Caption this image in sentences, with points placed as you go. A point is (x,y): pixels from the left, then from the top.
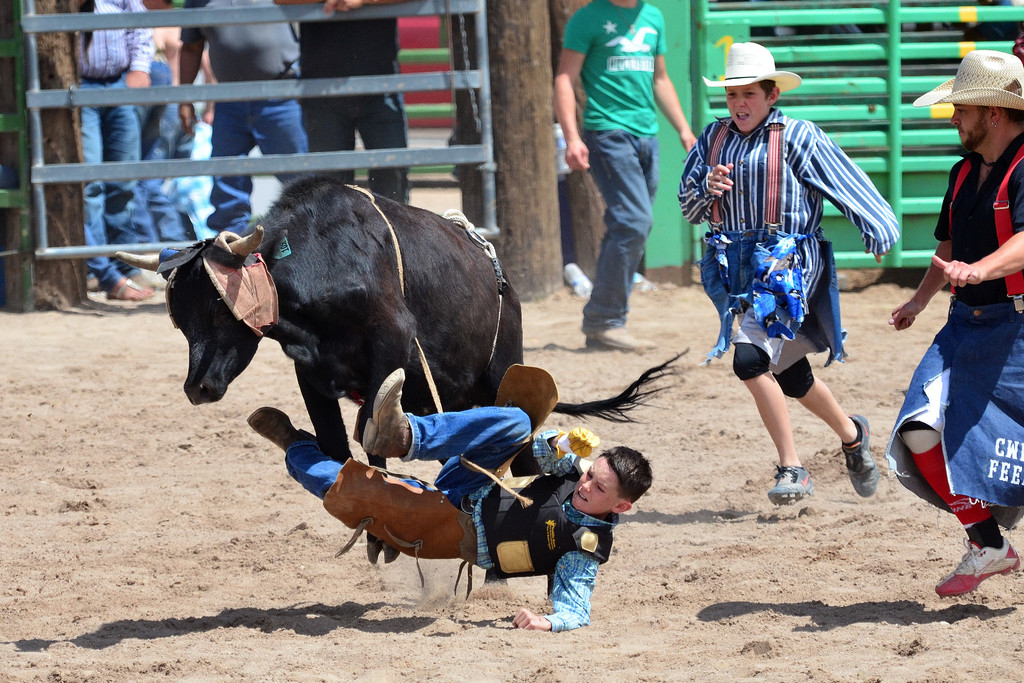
In this picture we can see an animal (377,359) and four people (708,195) on the ground (168,516). In the background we can see fences (692,53), wooden poles (62,84), some people (335,131) and some objects (432,102).
